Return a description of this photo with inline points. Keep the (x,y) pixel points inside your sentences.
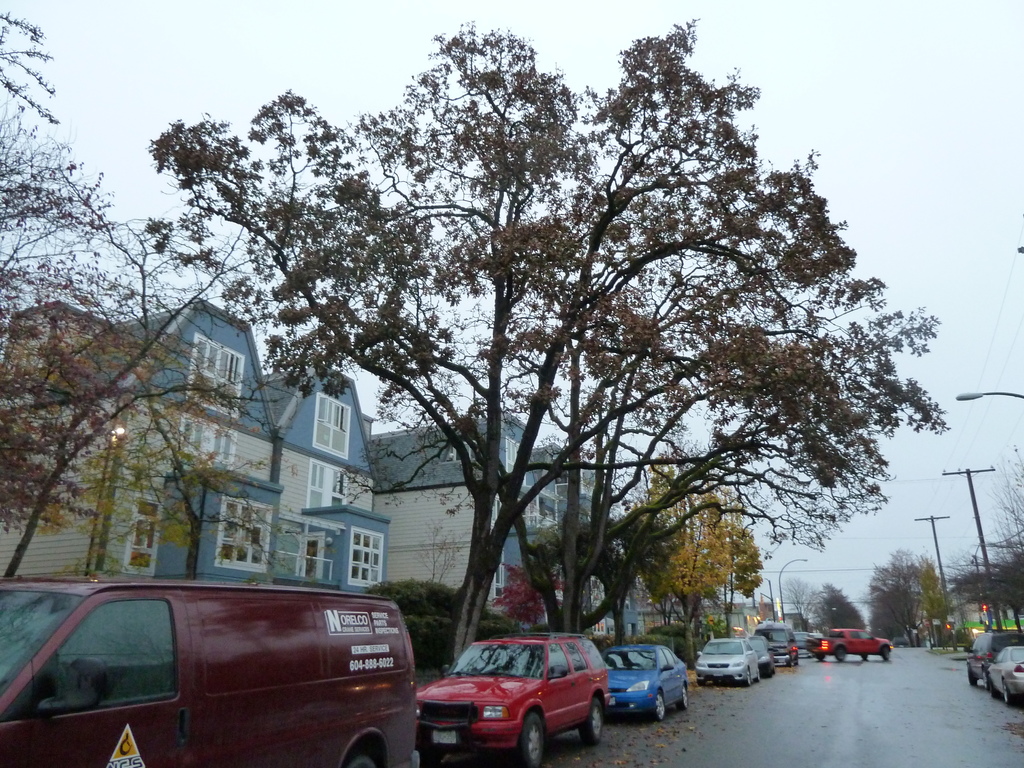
This picture shows few houses (467,545) and we see trees (749,477) and couple of electrical poles (963,469) and few pole lights (779,605) and we see cars (85,746) parked and a cloudy sky (834,81).
